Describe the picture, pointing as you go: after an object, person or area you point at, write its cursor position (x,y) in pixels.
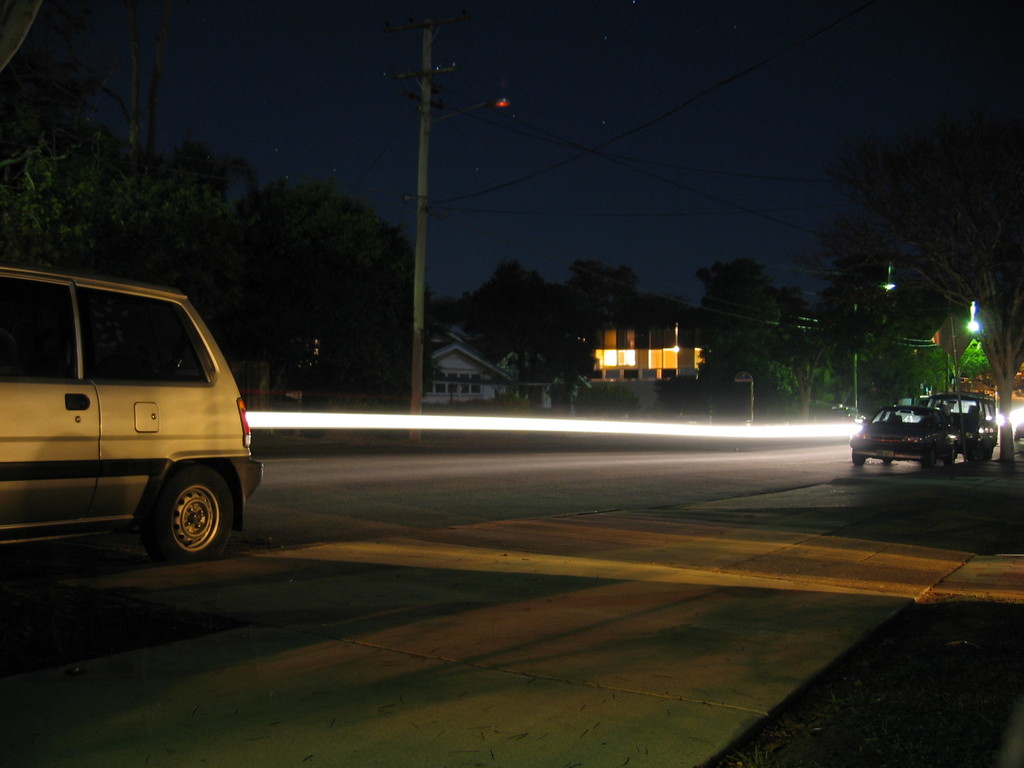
This image consists of a road (436,505) on which we can see the cars (110,513). In the background (400,285), there are trees (568,312) and a building (609,377). At the top (499,222), there is sky (499,222).
